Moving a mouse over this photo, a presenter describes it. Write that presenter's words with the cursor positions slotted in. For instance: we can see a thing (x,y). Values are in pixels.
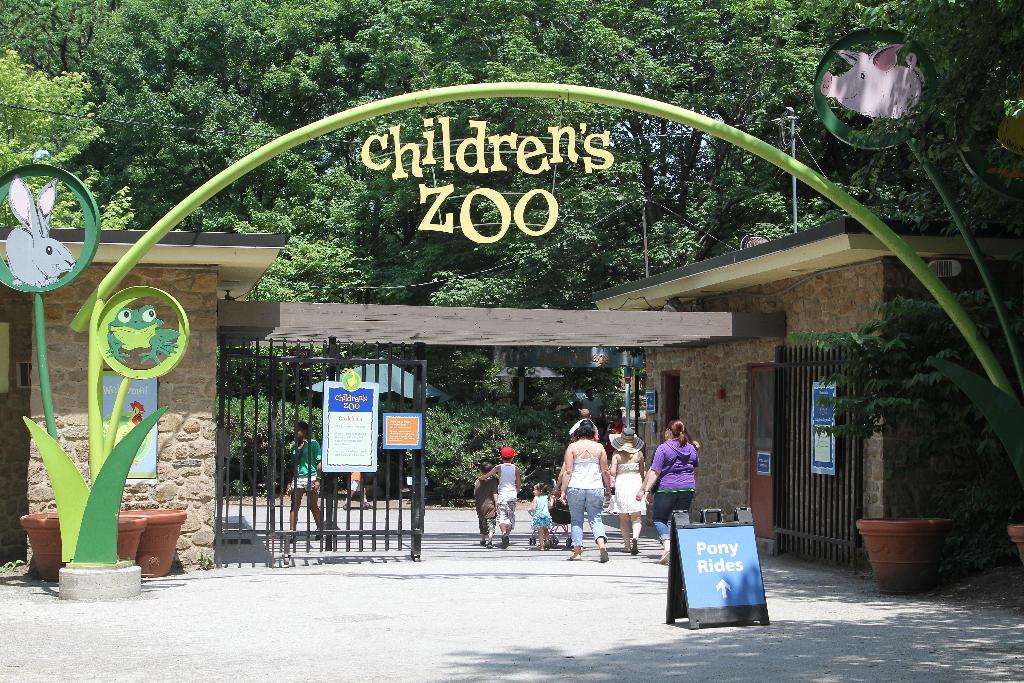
In this image we can see few persons (489,544) are walking on the road (557,591), boards (823,464) on the gates (318,551) and road (594,591), pictures (13,268) of animals (47,231) on the platform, arch kind of structure (88,309), poles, room (685,402), plants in the pots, name board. In the background (279,117) we can see a pole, plants (530,400) and trees (376,173).
